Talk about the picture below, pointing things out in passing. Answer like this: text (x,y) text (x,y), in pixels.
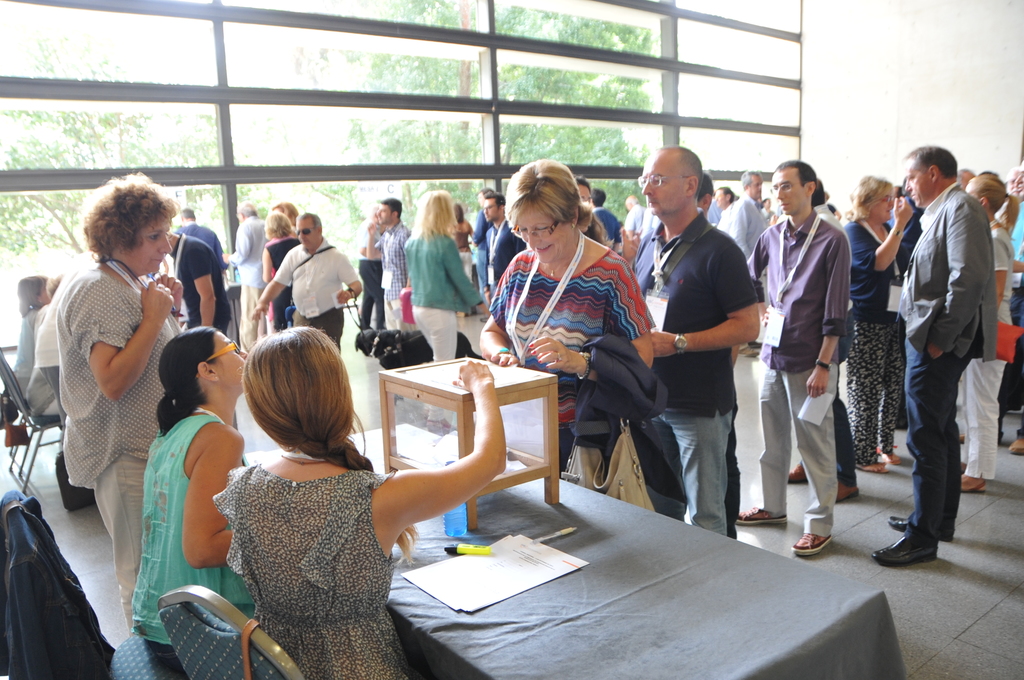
In this picture group of people (665,305) standing. These four persons (221,486) are sitting on the chair (237,651). There is a table (668,596). On the table (662,572) we can see box (471,523), paper (501,547), sketch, bottle (455,524). There is a glass (303,68). From this glass (362,71) we can see trees (112,119). This is floor (961,605). On the background (901,58) we can see wall (869,137).
